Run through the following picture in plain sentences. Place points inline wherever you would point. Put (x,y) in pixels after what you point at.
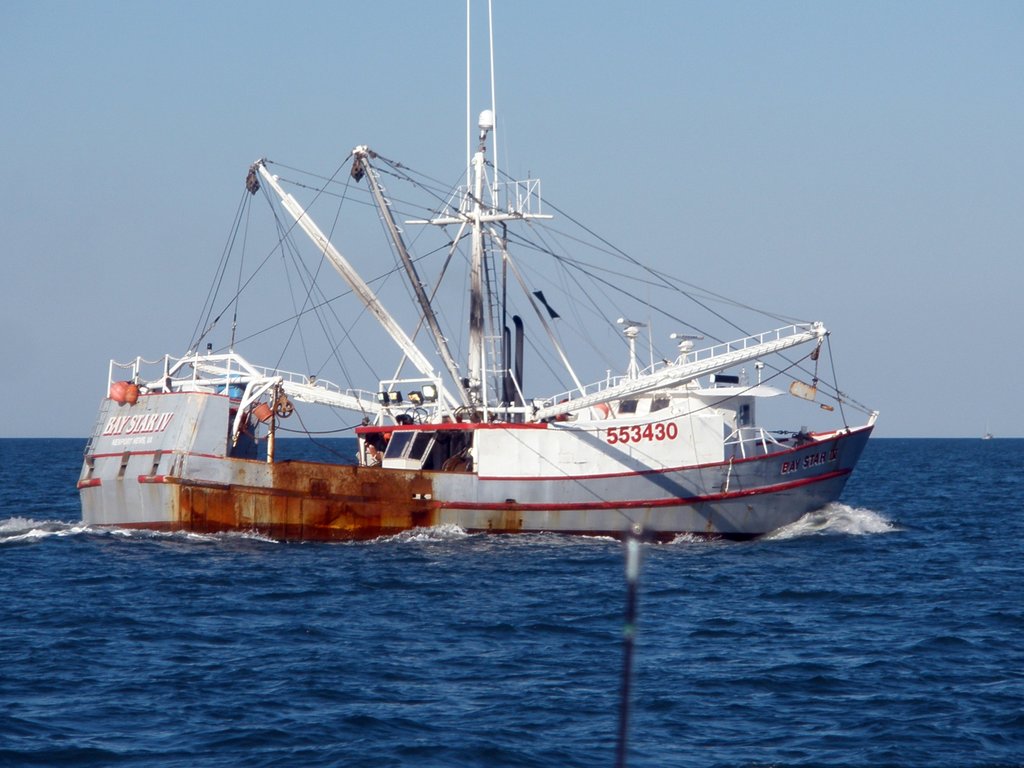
This image consists of ships (389,398) along with poles (498,240). At the bottom (604,646), there is water (698,561). At the top (523,104), there is sky (675,121). It looks like it is clicked in an ocean (25,510).
